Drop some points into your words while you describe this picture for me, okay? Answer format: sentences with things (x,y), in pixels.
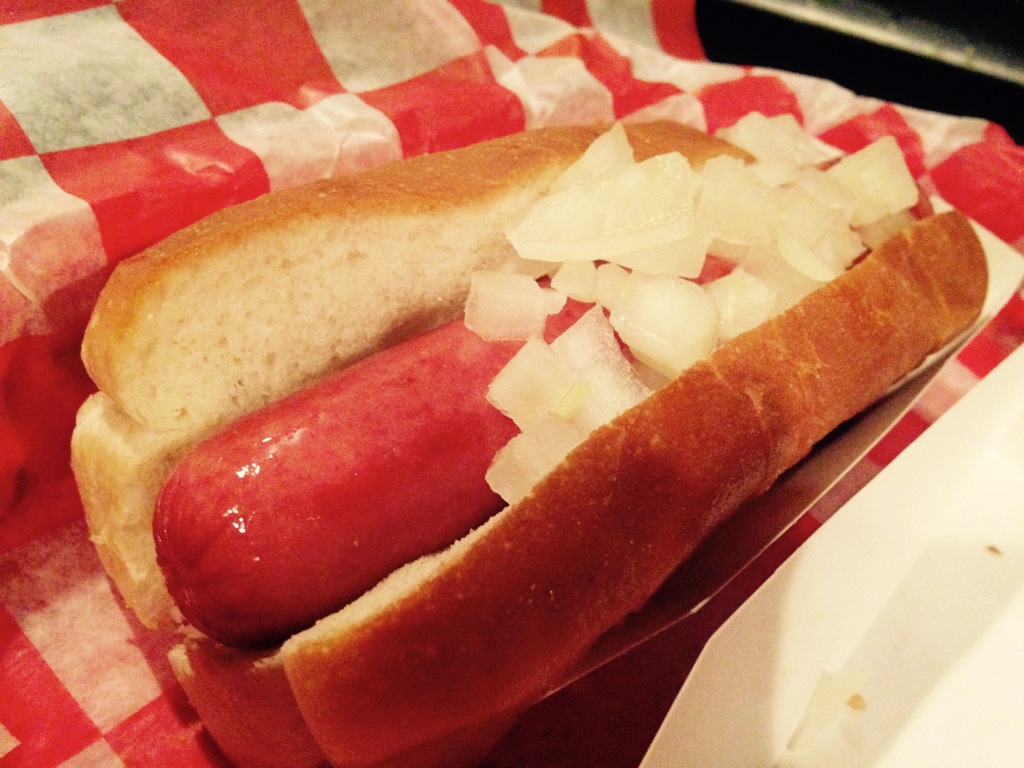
In this picture we can see food items (466,301), cloth (326,75) and some objects (959,617).
